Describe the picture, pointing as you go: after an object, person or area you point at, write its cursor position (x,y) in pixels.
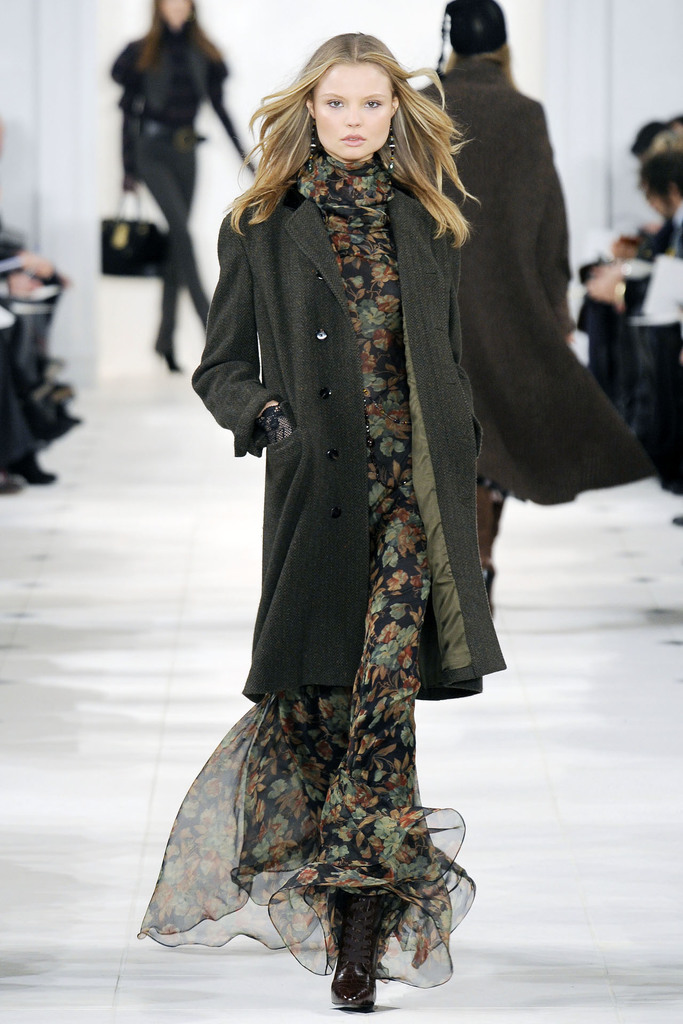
In this image I can see a woman (304,538) standing and wearing a black coat (338,356) and different color dress (317,734). Back I can see few people (476,153). The floor (582,675) is in white color.
